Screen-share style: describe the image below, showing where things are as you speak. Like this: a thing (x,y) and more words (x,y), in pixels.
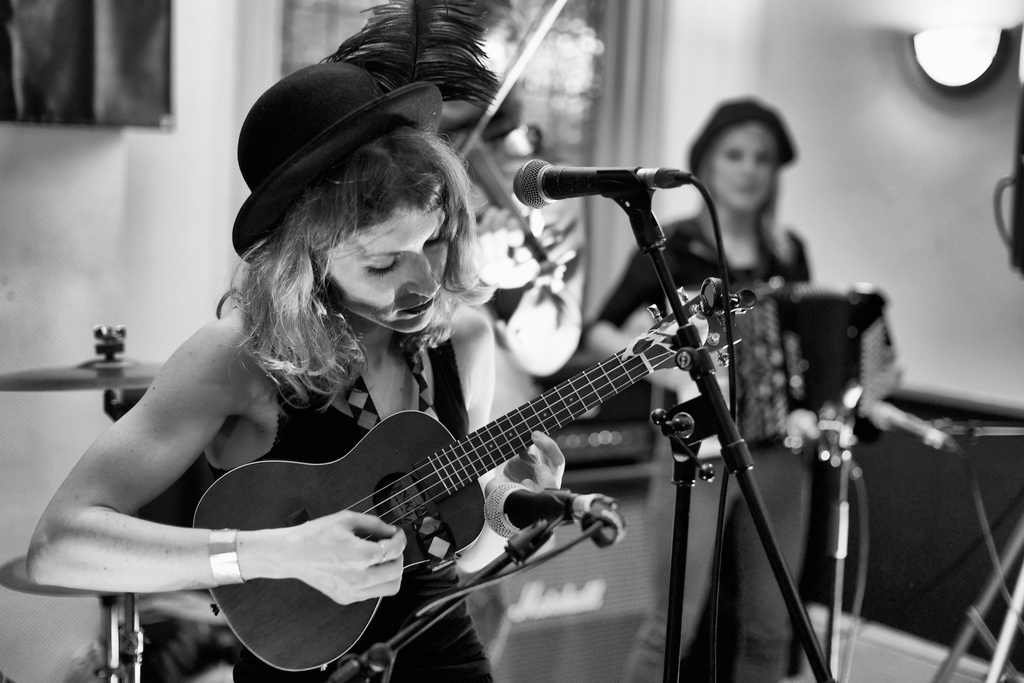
In this image there are three person (510,323) in front the woman (546,452) is playing a ukulele (511,438) at the back side (163,264) there is a wall (121,262).
